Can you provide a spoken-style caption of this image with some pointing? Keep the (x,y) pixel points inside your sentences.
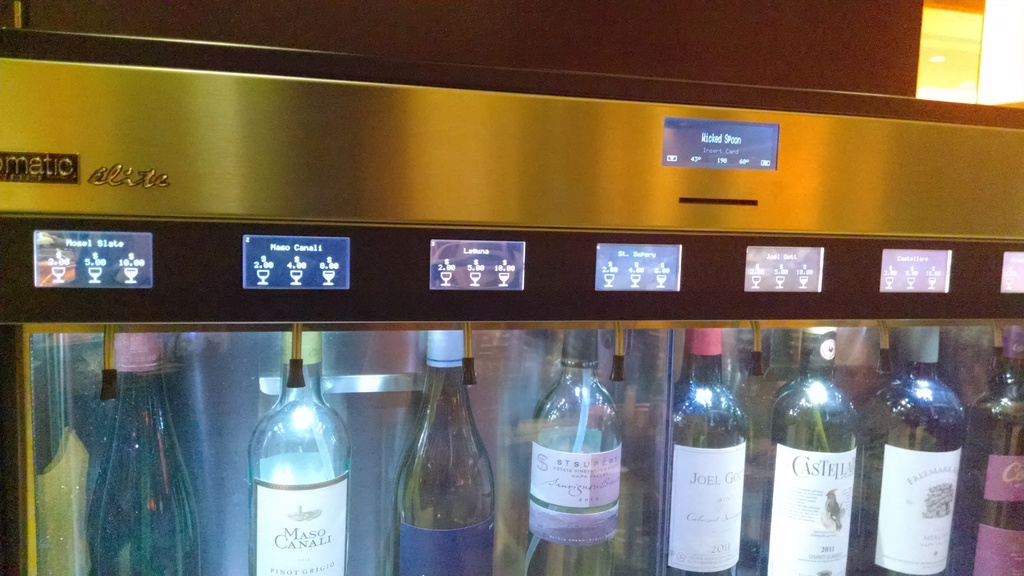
There is a fridge (134,187) with the glass door (958,490) in which all the alcohol bottles (293,505) are placed.
